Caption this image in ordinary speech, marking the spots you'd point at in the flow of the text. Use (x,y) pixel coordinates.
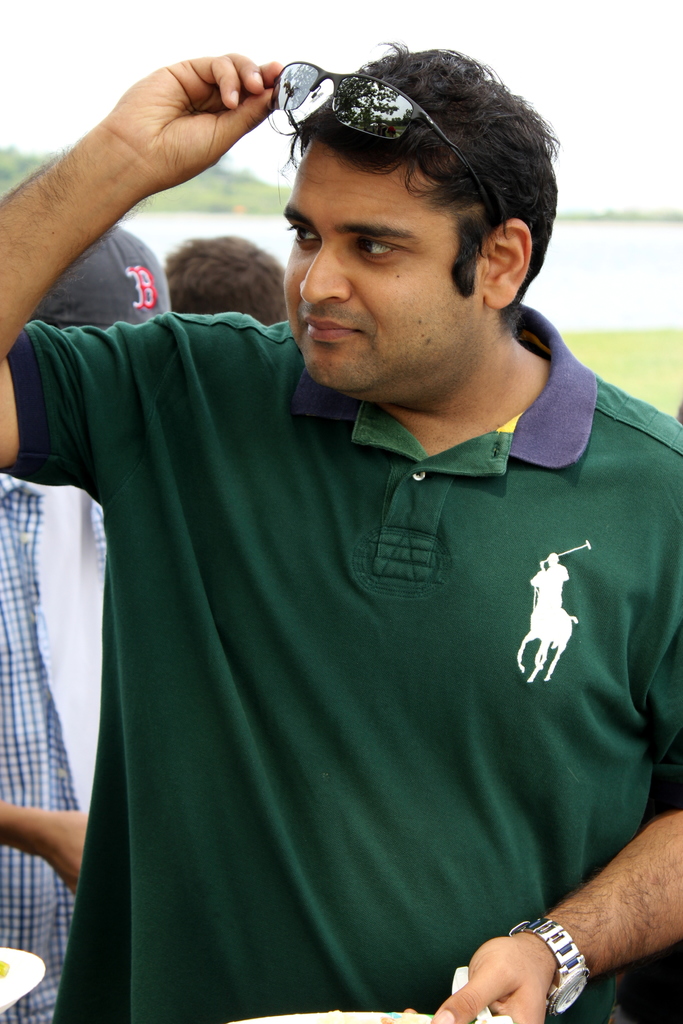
In this image, we can see a person (453,560) wearing clothes (236,732) and holding sunglasses (317,87) with his hand (137,165). There is an another persons (45,551) on the left side of the image (55,652). In the background (615,339), image is blurred.
